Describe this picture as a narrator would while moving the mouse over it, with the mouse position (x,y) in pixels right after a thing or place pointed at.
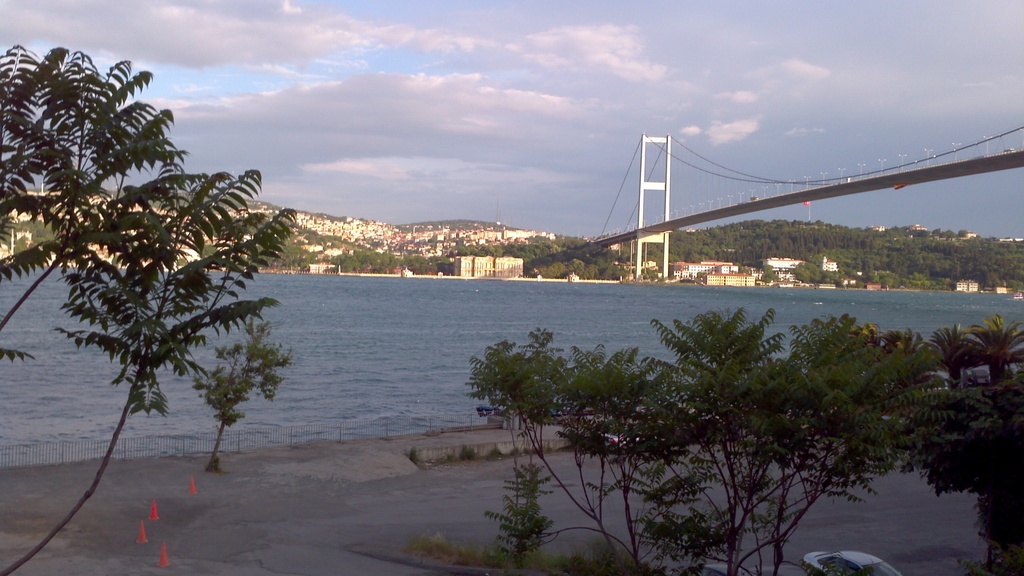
The picture is clicked near a river side (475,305) where we observe a bridge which is across the river (491,294) and we observe a trees (356,254) are on the both sides of the river (260,408).
